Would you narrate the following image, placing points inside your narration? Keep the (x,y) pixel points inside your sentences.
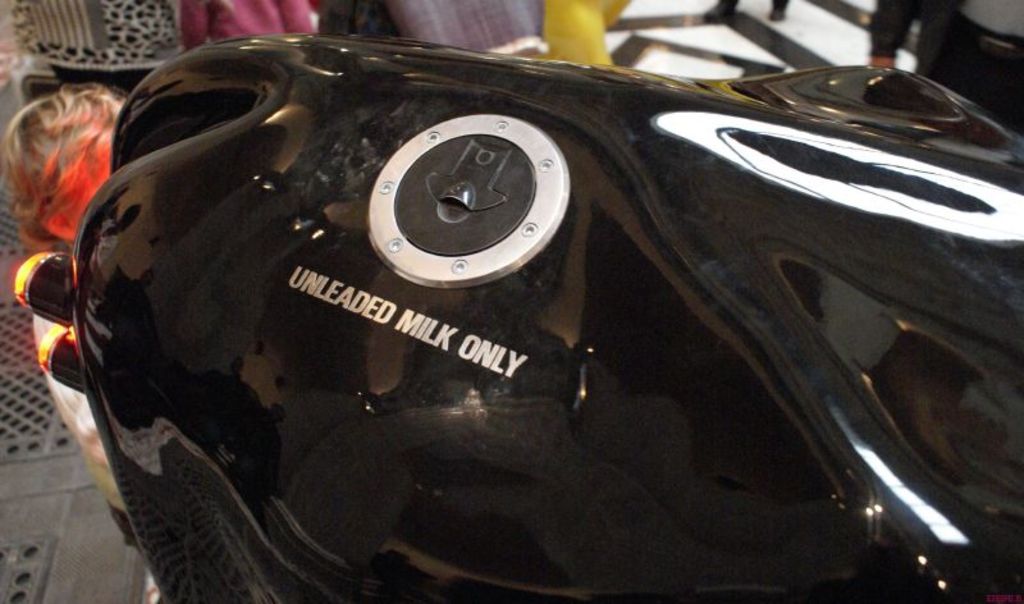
This picture shows a metal tank (649,333) and we see a kid (71,201) standing.
